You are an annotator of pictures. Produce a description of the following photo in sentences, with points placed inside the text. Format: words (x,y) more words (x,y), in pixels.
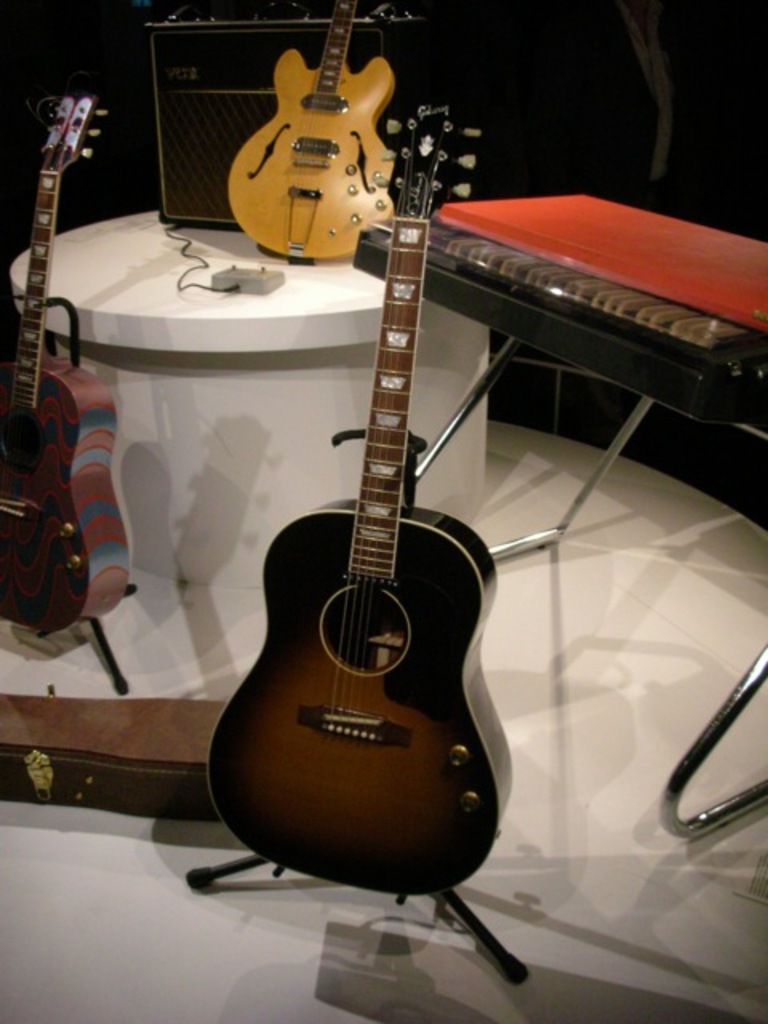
This image there are 3 guitars (331,42) where 1 guitar (422,212) is kept in the stand (464,903), guitar case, another guitar (113,523) kept for a hook (95,628), another guitar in the table (267,319) and at the background (90,247) there is a speaker (211,29) and a table (242,240).
